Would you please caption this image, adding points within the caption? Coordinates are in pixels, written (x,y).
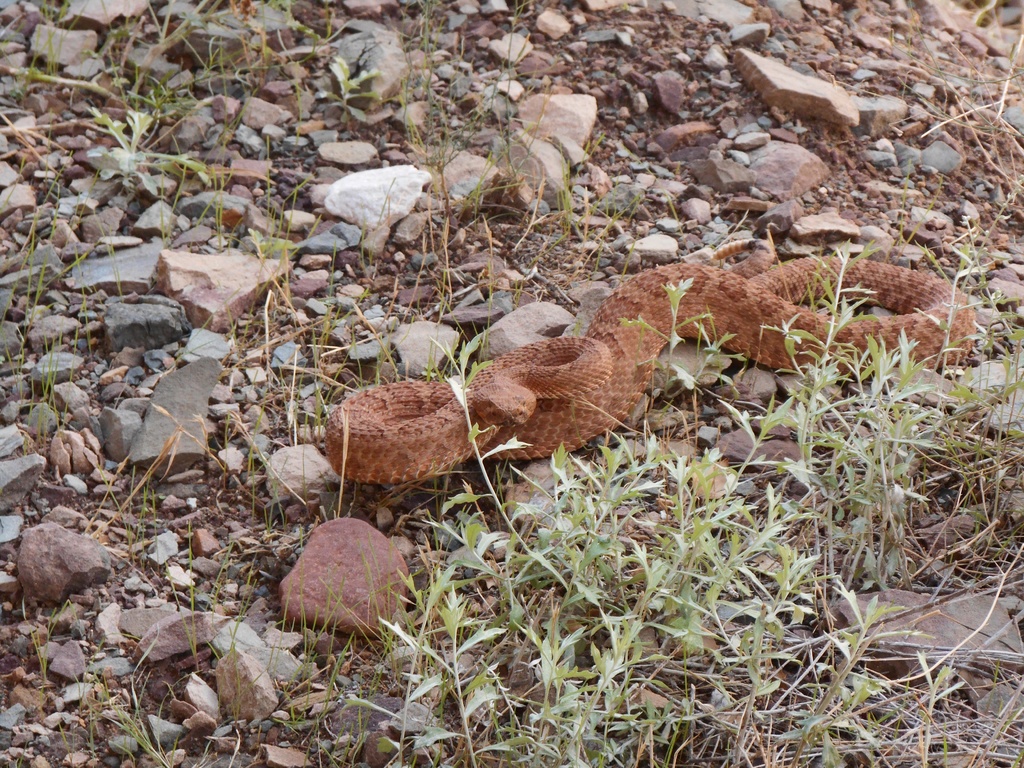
In this picture I can see there is a snake (601,327) here and there are stones (209,581), rocks (231,581), plants (591,505), soil (230,509) on the ground (349,328).
